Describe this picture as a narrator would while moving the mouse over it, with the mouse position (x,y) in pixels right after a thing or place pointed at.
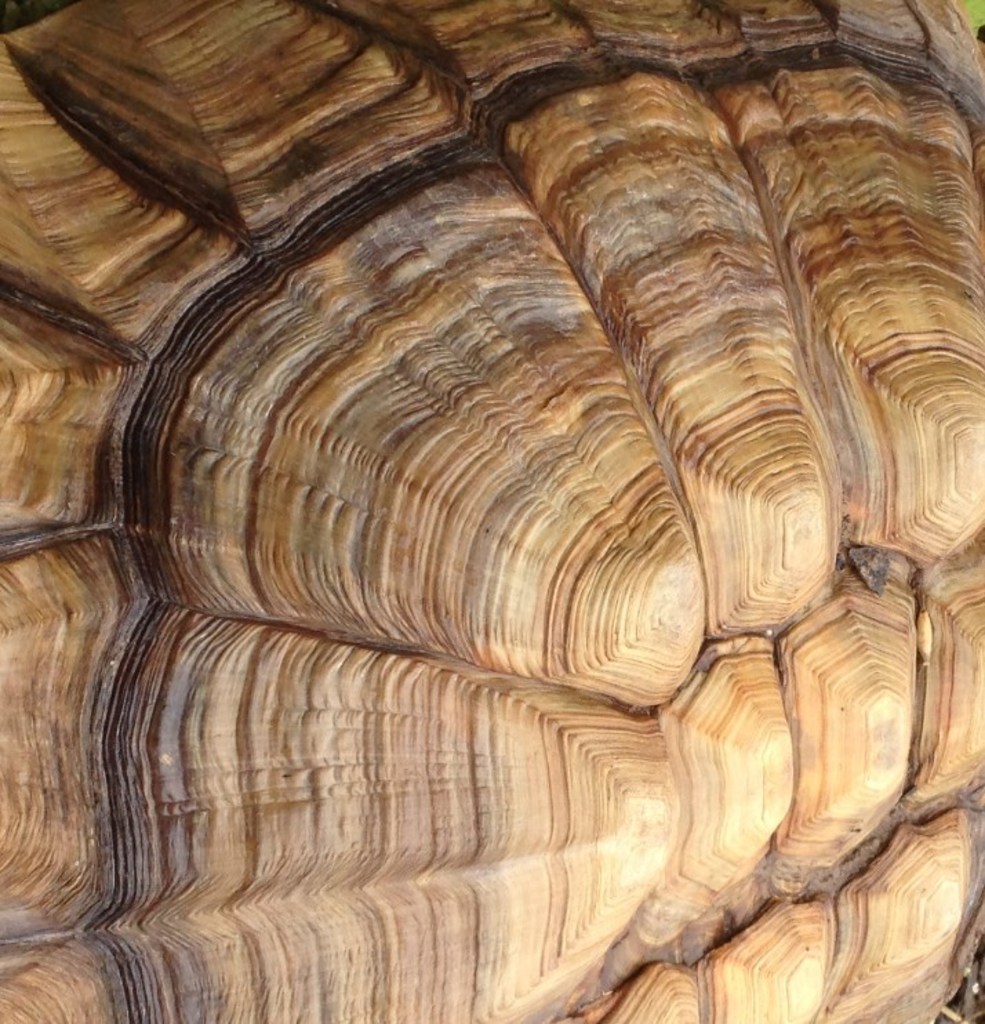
In this image we can see one object (89,580) looks like tortoise shell (649,701), some object (983,35) on the top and bottom right side (984,963) corner of the image.
